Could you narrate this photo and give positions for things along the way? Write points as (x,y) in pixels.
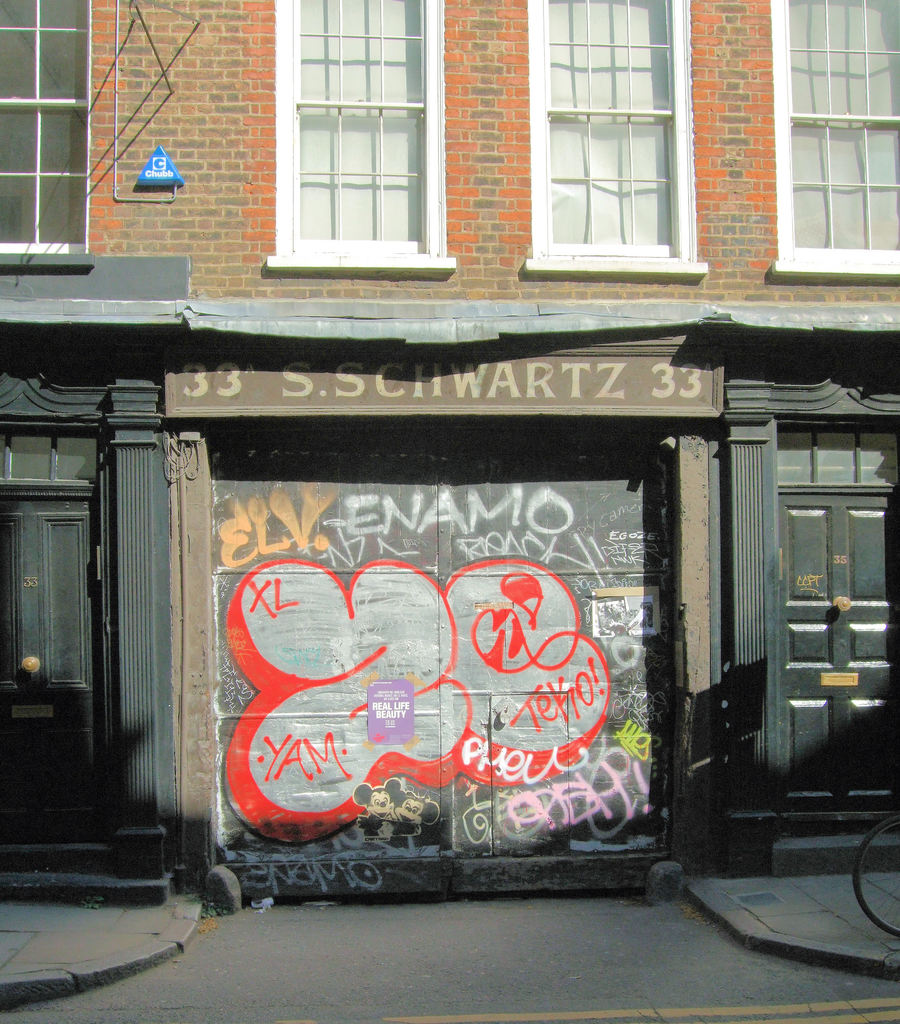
In this image we can see a building (428,494). on building (381,270) windows (354,172) are there which are in white color. The doors (794,594) of the building (119,624) are in black color.
